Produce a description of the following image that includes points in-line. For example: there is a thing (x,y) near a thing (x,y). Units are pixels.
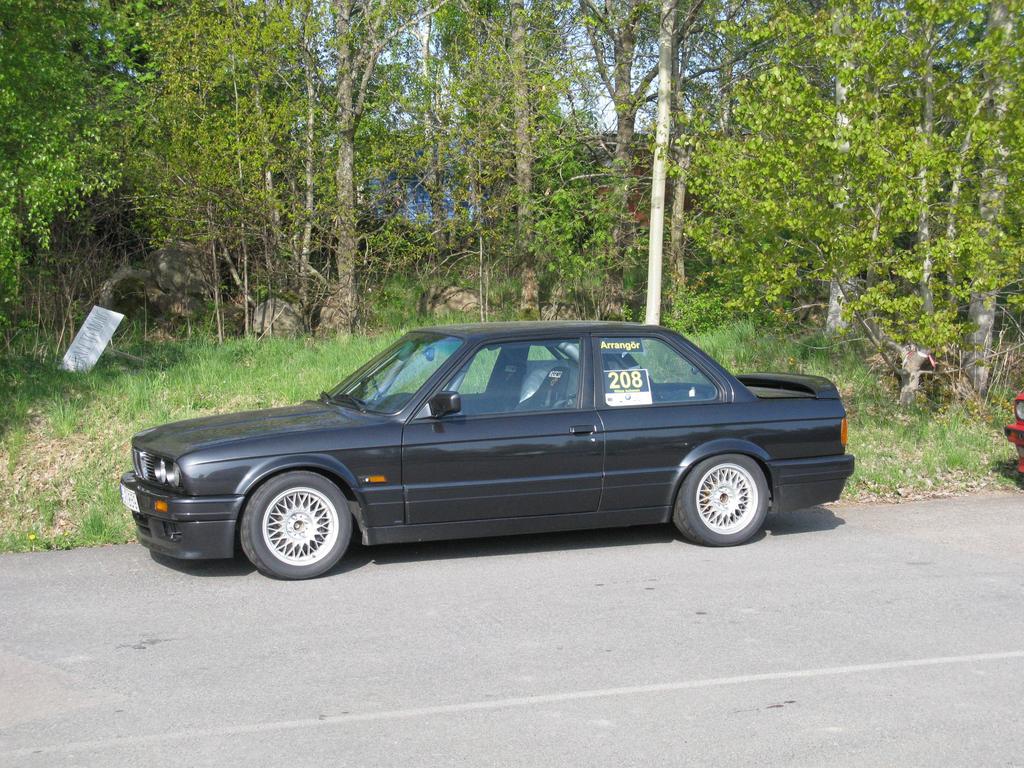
In this image I can see the car (446,455) in black color. In the background (544,251) I can see few trees (523,259) in green color and the sky (601,106) is in white and blue color.
